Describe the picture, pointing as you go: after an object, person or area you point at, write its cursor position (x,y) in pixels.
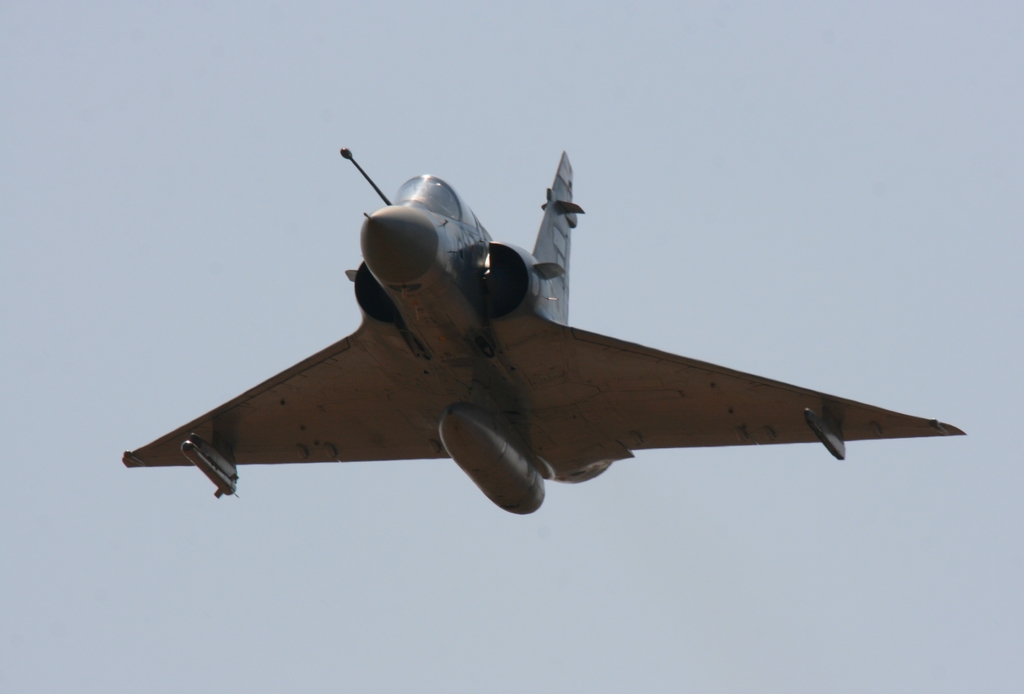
In this image, we can see an aircraft (551,412) in the air (813,377). In the background (0,378) we can see the sky (499,604).
